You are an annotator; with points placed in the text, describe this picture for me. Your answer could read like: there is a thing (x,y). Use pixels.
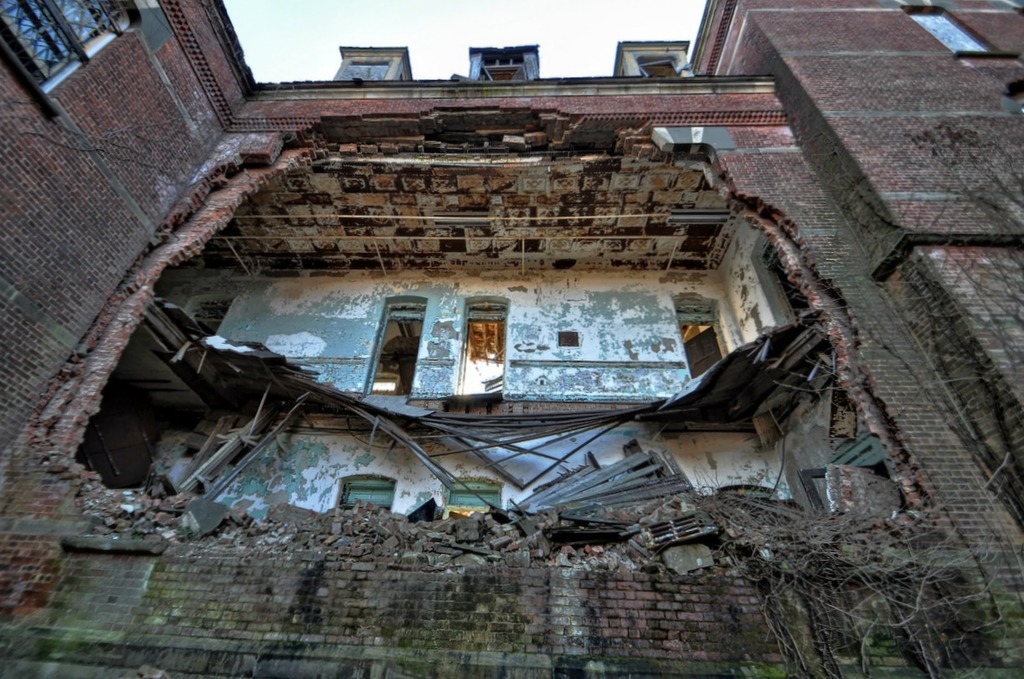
In the foreground of this image (566,383), there is a building (513,208) with collapsed wall (176,521). At the top (461,16), there is the sky (436,13).
